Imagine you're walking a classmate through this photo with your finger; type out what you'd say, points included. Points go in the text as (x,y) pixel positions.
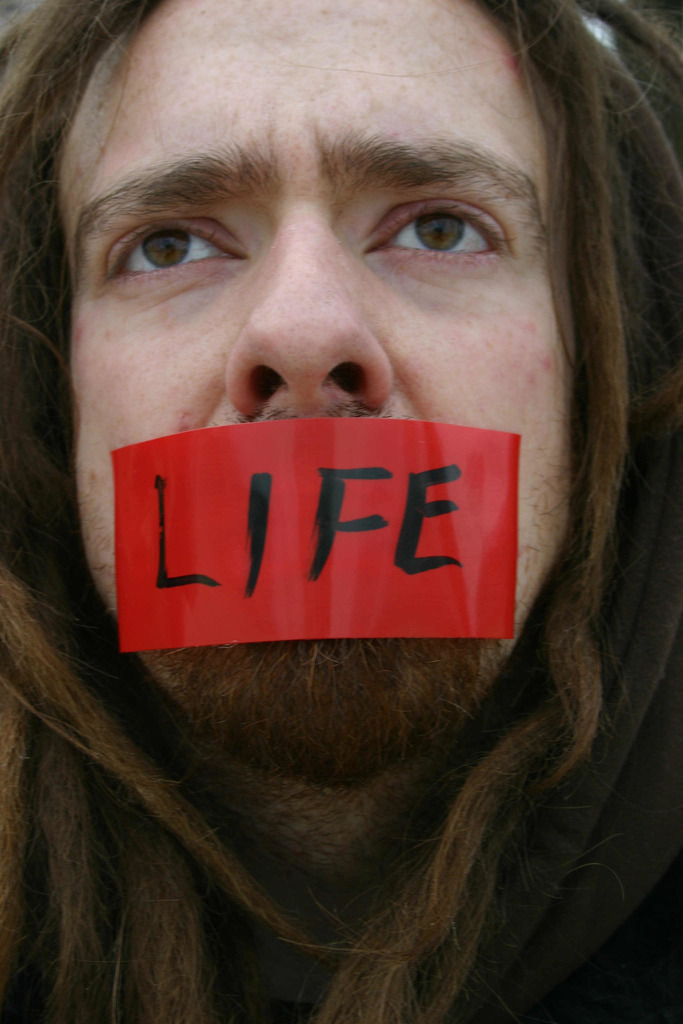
In this image we can see a person (342,295) and there is a red color plaster (269,596) with the text (417,485) to his mouth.
